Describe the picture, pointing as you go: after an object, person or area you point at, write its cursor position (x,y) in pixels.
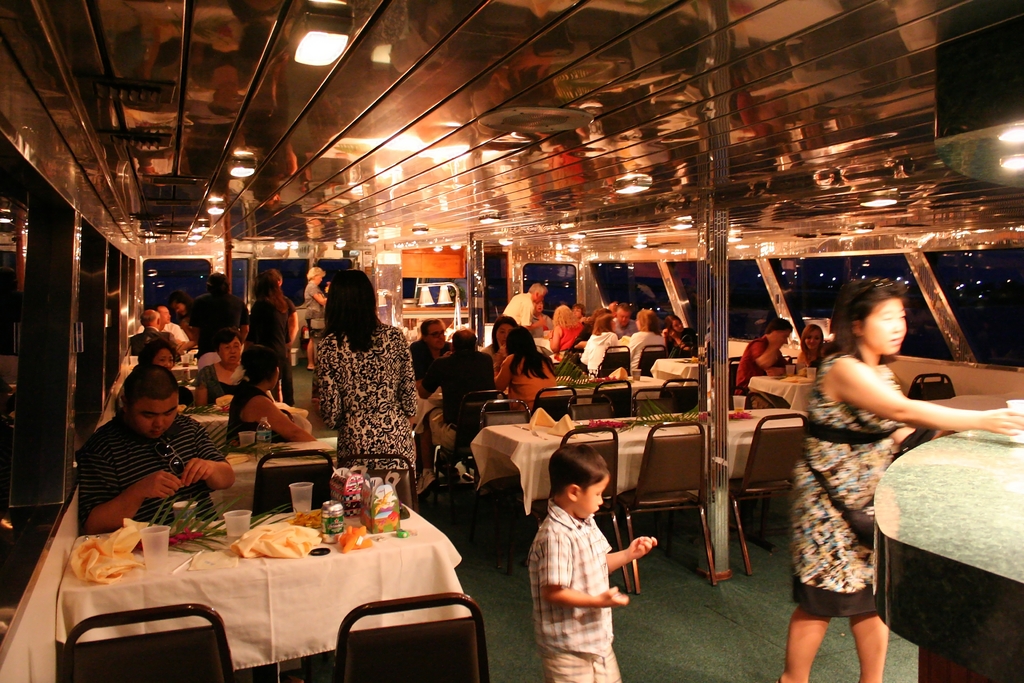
In this image, There are some table (337,579) covered by a white clothes (379,576), There are some chairs (697,466) which are in black color, There are some people (252,396) sitting on the chairs (647,352) and in the top (696,162) there is a roof (622,127) in golden color and there is a light (310,57) in yellow color.
